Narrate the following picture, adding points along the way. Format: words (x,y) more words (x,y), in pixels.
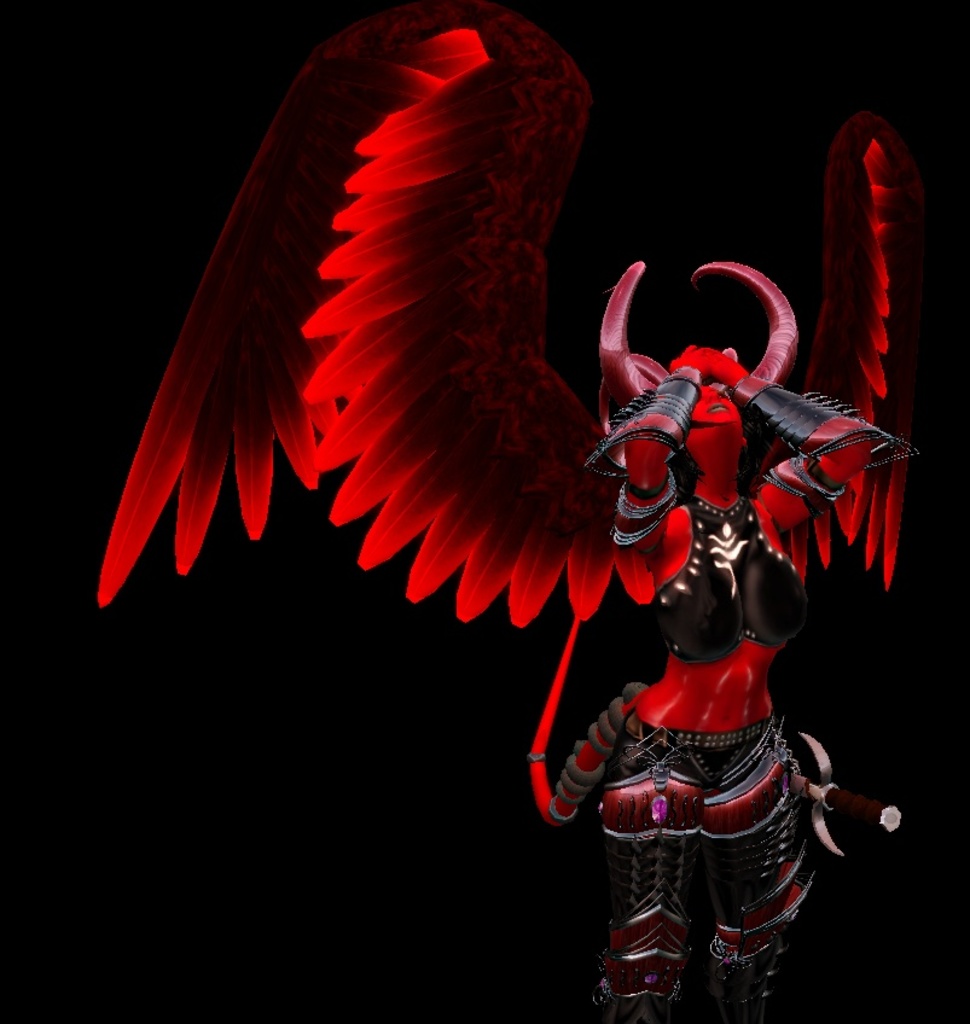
In the foreground of this animated image, there is a woman (728,827) with wings (605,526) and horns (605,379) and she is in red color and the background (310,807) image is dark.
